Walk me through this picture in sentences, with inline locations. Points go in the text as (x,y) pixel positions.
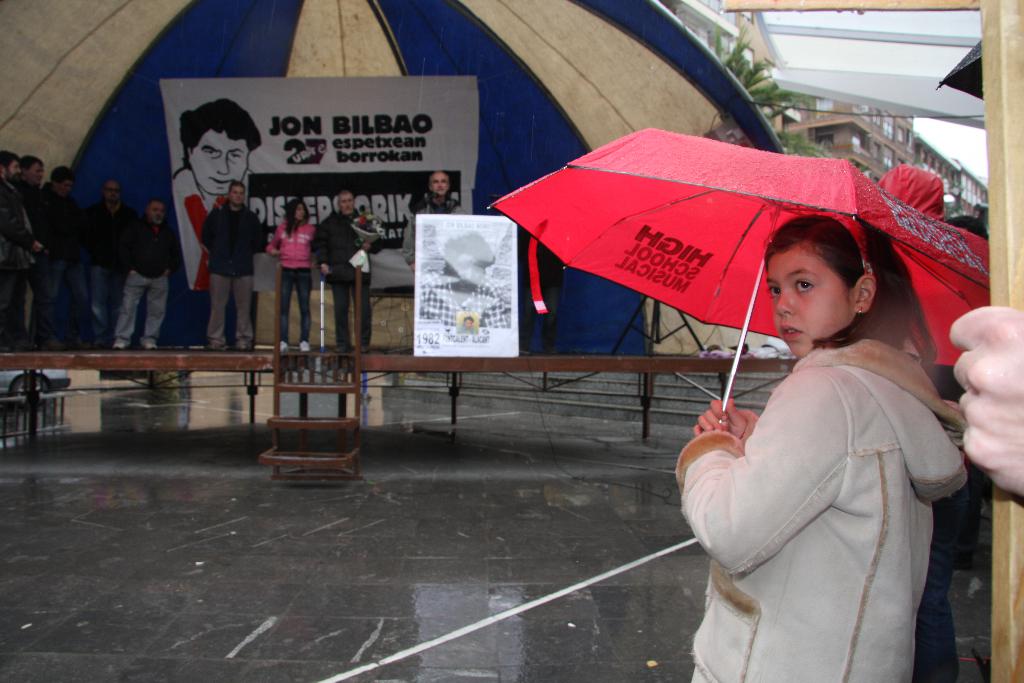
In this picture I can see a girl (928,443) holding an umbrella (985,257) on the right side (863,648). In the middle (362,321) a group of people (72,299) are standing on the stage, there is a banner (336,137) in the background (366,172). In the top right hand side (813,126) I can see the trees (761,83) and buildings (897,160).
